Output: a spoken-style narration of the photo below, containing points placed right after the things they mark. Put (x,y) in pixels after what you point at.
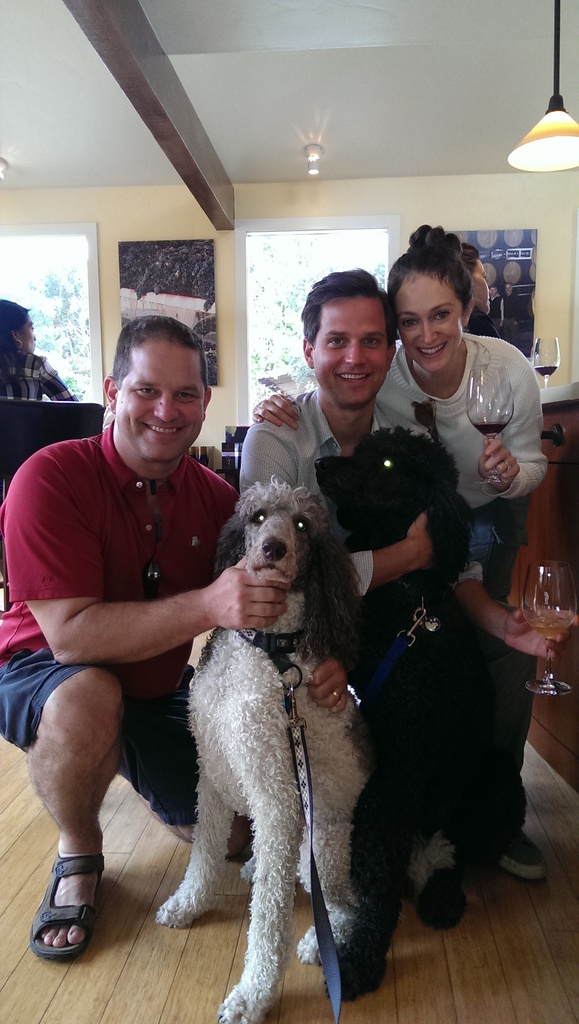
Here we can see two persons (69,943) holding two dogs (451,589) in their hand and they are smiling. Here we can see a woman (389,403) standing on the right side (529,379) and she is holding a glass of wine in their hand (498,468). In the background (2,383) we can see a woman (52,371) sitting on a chair (19,433) and a light (554,104) which is fixed to the ceiling (512,29).
